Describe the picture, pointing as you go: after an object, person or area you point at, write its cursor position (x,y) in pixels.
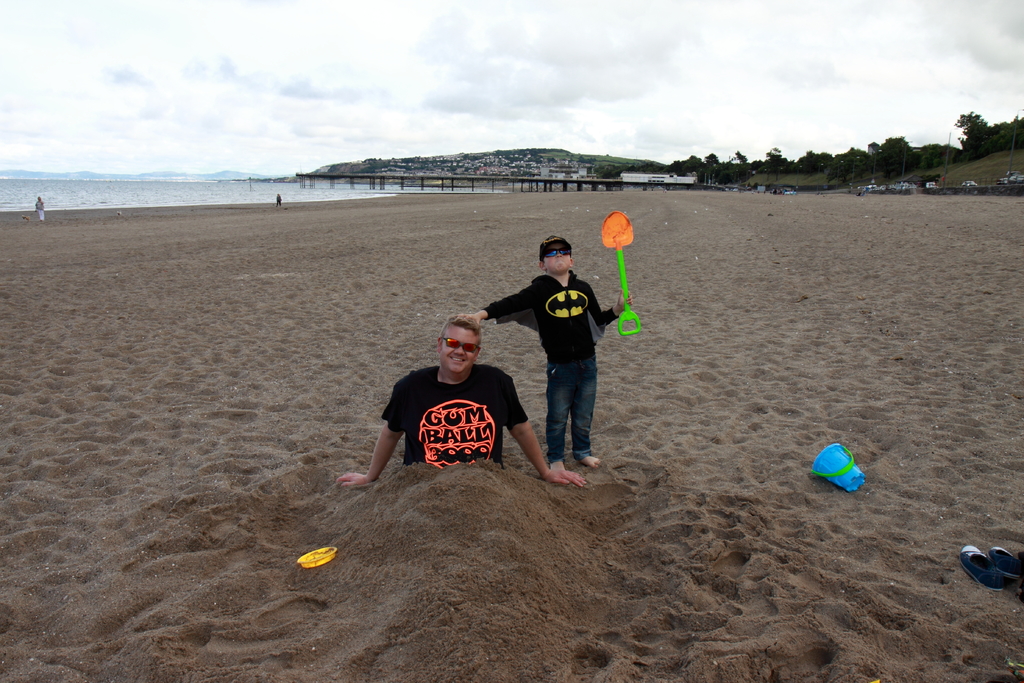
In this image in the middle (478,400) there is a man (478,411), he wears a t shirt (458,416), on him there is sand (446,534) and there is a boy (570,383), he wears a t shirt (579,352), trouser (579,425), he is holding a stick (621,323). On the right (970,559) there are shoes (994,571), bucket (840,481). At the bottom (545,543) there is sand (140,434). In the background (167,204) there are some people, bridge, water (227,199), hills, trees (934,167), sky (427,74) and clouds (238,73).
